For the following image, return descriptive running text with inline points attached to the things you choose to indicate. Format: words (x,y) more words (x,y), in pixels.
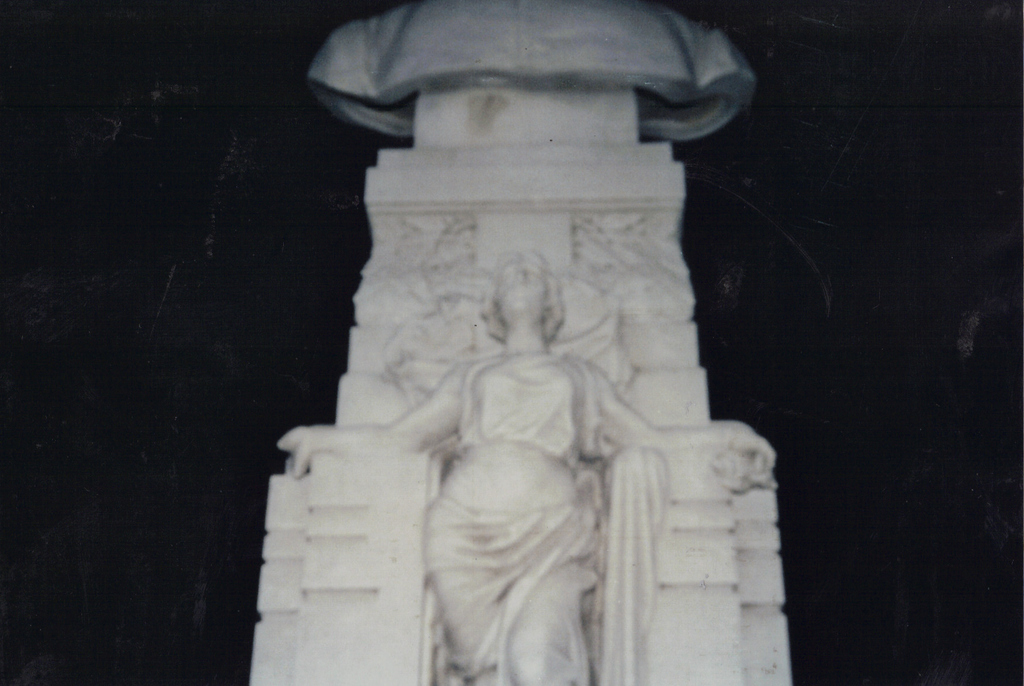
This image looks like a statue (347,421). And the background (729,401) is dark.
